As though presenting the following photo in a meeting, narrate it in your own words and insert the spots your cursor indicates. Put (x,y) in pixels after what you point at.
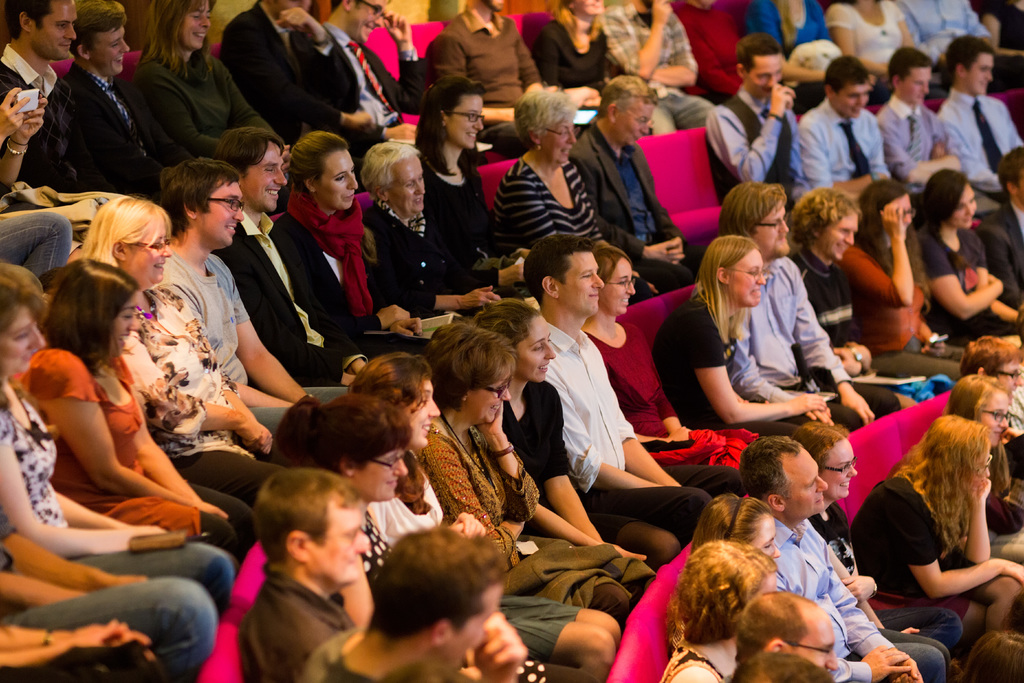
There are many people (332,134) sitting on a pink color sofas (907,407). Some are wearing specs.
